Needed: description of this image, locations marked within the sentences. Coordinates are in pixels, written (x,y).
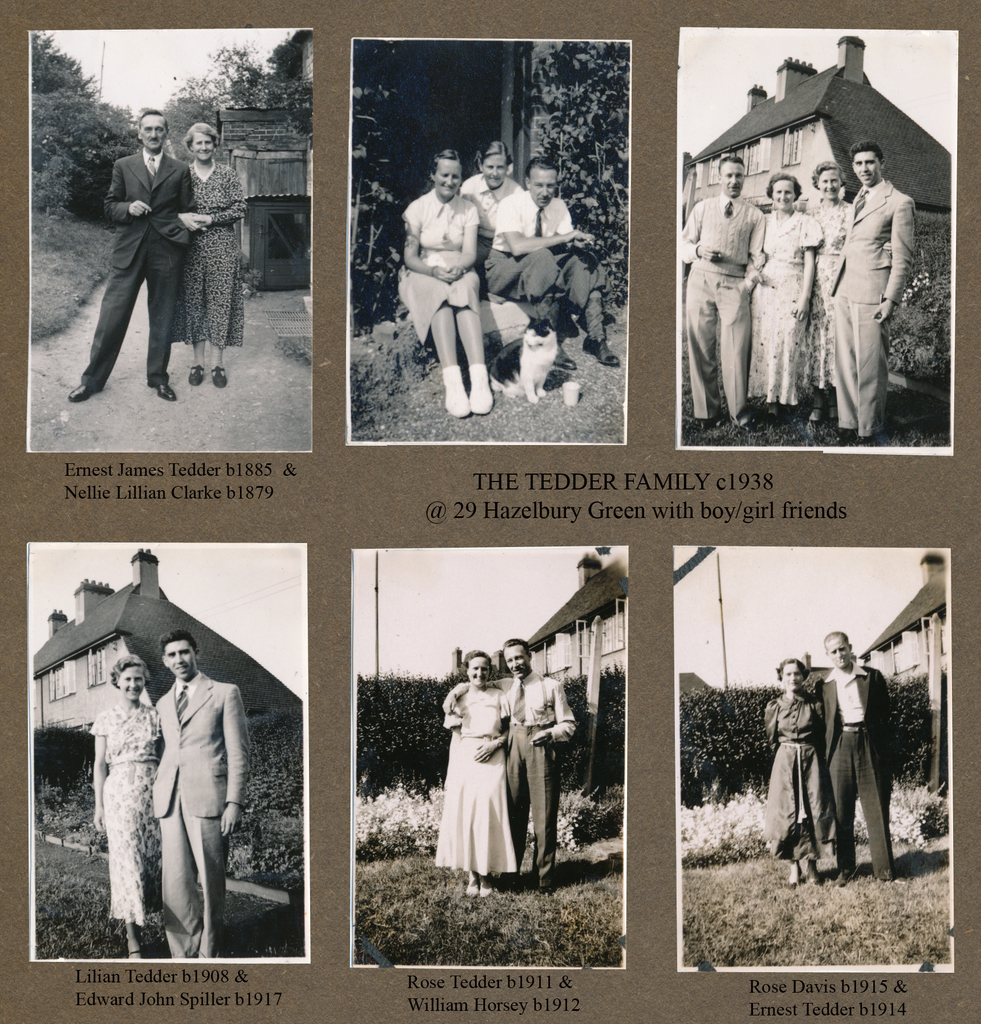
In this image we can see some photographs (447,389) on the board (187,469), in the photographs (402,240) we can see a few people (458,381), houses (287,704), an animal (527,334), a glass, poles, trees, plants (283,753), also we can see the sky (905,62) in most photographs (742,329).
